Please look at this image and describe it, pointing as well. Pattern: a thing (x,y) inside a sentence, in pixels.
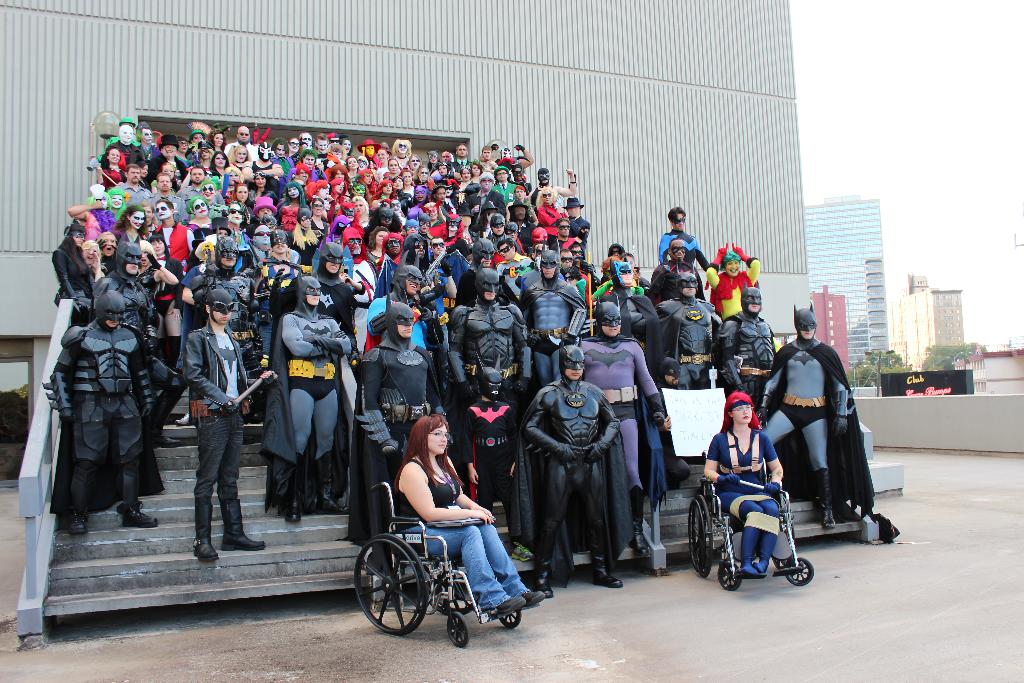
In this image, we can see a group of people (454,312) wearing costumes (342,373). We can see the ground (8,524). We can see some stairs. We can see the railing (32,486). There are a few buildings (900,333). We can see some trees (886,366) and a pole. We can see the sky (942,33) and the wall (57,114).
